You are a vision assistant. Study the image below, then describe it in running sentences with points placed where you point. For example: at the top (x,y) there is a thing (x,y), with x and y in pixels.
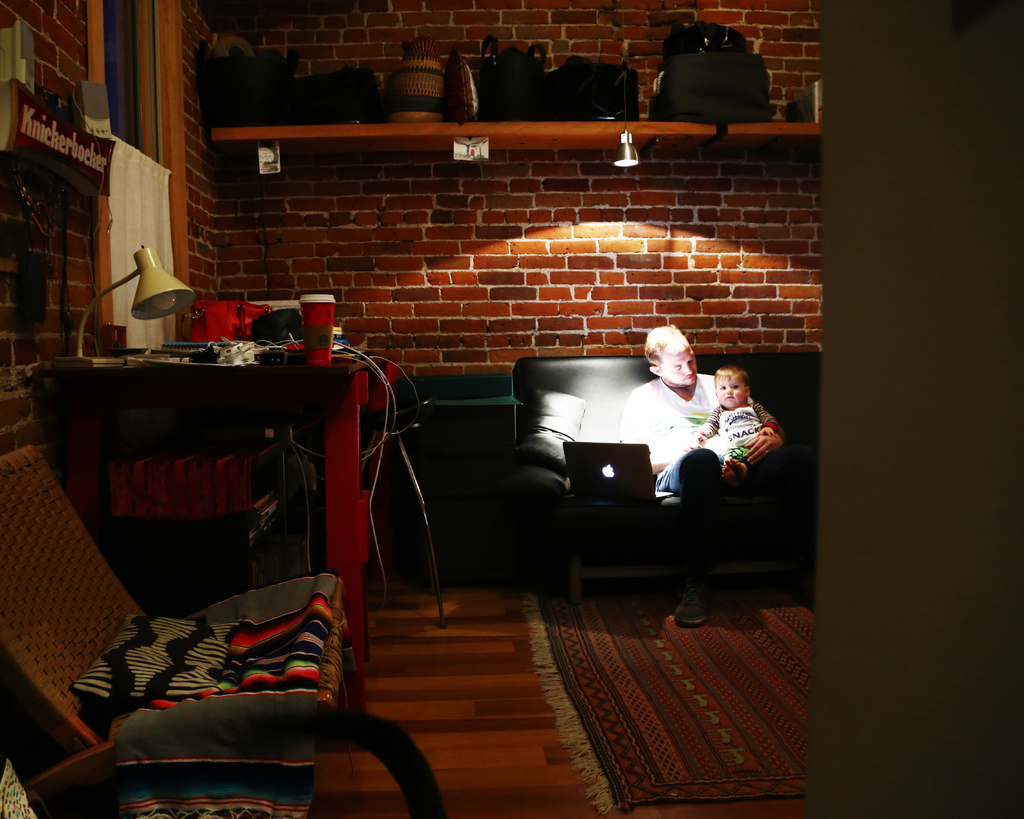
In this picture there is a man (691,407) who is holding a kid (722,427) sitting on the chair (672,519). There is a laptop (634,478). There is a carpet (597,625). There is a lamp (156,301) and cup (328,354) on the table (343,377). There is a light (619,159) to the roof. There is a cloth (130,209).
